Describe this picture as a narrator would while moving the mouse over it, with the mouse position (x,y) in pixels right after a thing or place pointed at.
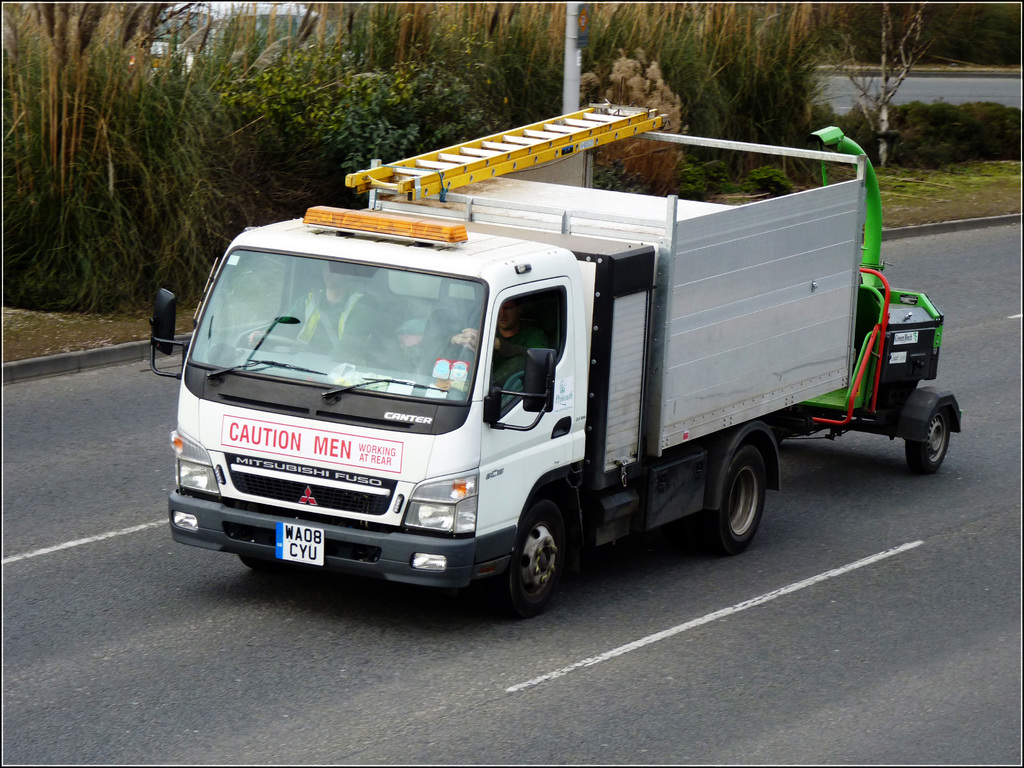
In this picture there is a vehicle (717,412) on the road (811,524) and there are few plants (376,85) and a vehicle (287,22) in the background (446,56).
